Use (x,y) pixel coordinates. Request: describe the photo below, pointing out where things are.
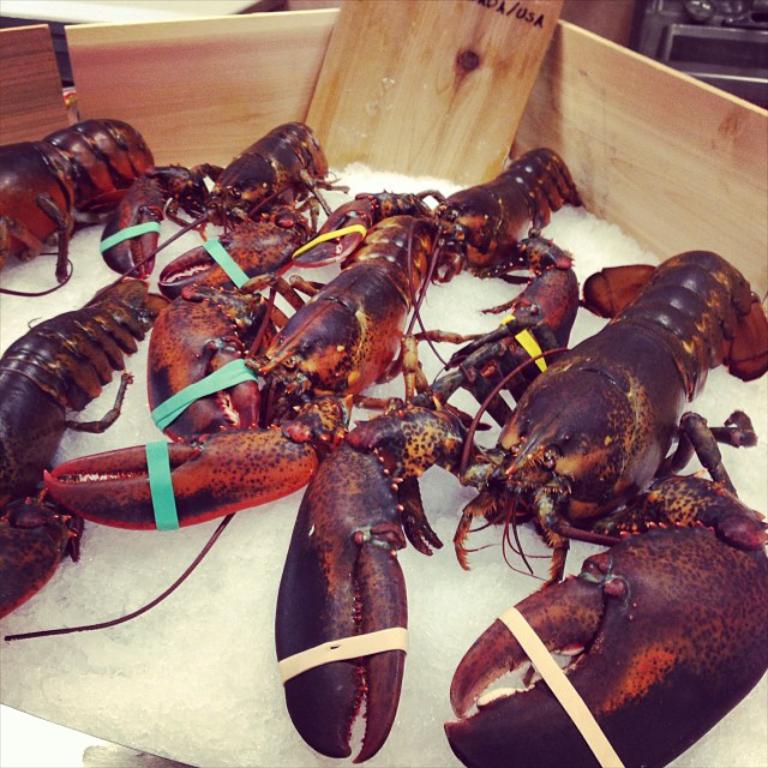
In this picture there are american lobsters (392,318) in the box (751,124).
